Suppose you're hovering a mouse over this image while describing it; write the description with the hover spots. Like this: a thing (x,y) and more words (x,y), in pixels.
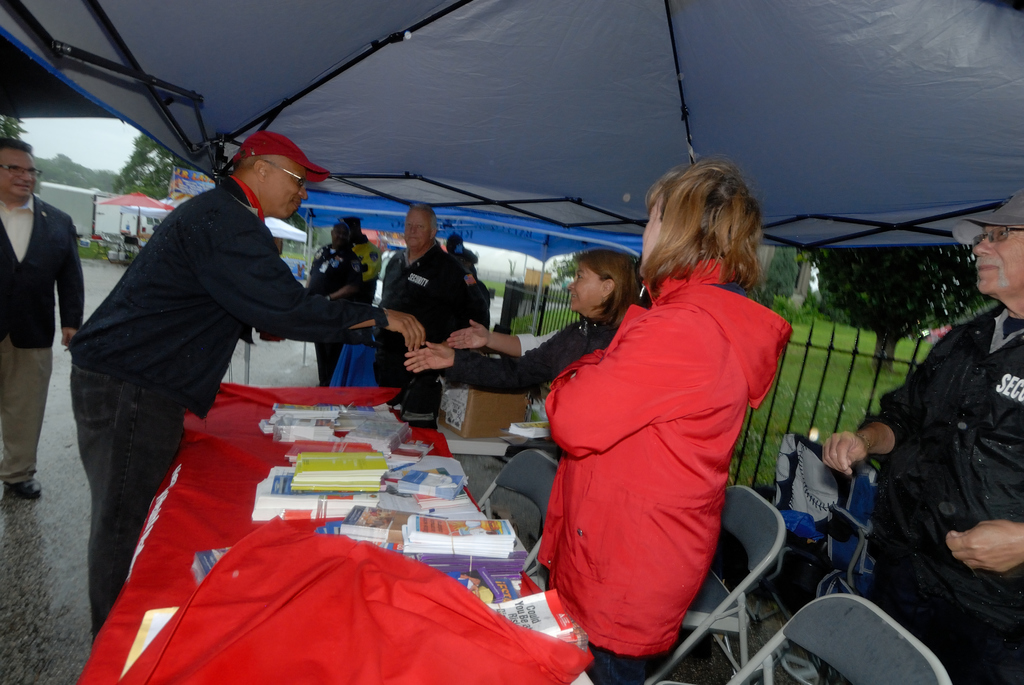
In this image we can few persons (416,313) standing under a roof (500,153). There are groups of objects (379,486) on a red surface (370,594) and there are a few chairs (524,478). Behind the persons (756,363) we can see fencing (801,370), grass (818,369), plants (811,311) and trees (916,295). On the left side (81,223), we can see few tents (129,199), buildings (93,191), trees (121,181) and the sky (108,162).
